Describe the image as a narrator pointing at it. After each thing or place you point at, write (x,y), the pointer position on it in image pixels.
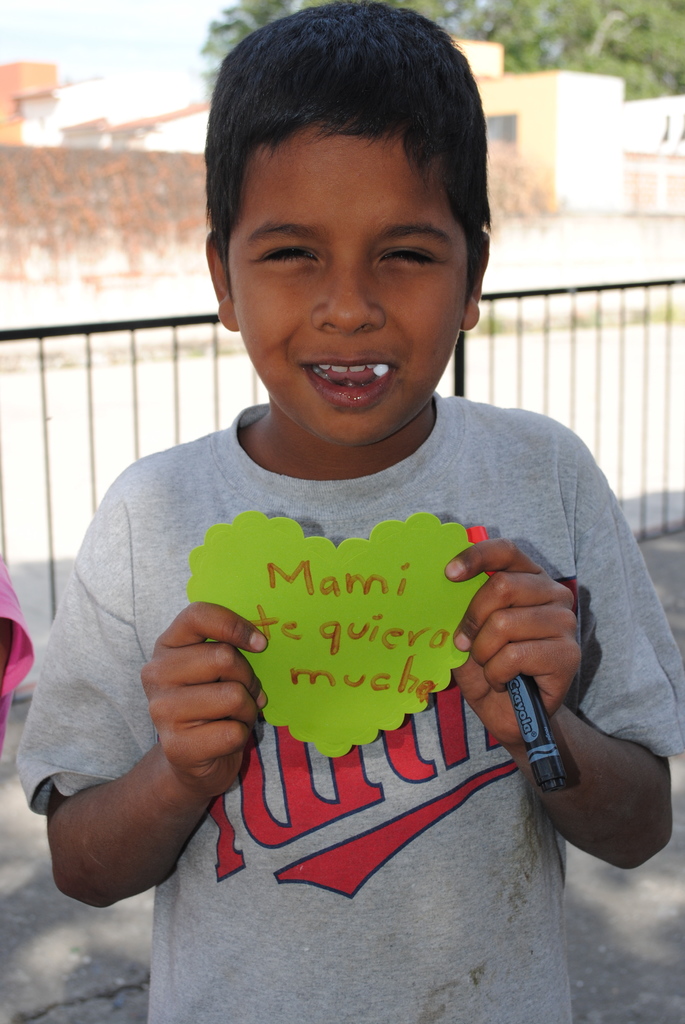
In the picture we can see a boy (383,898) he is with a T-shirt (486,756) and holding some heart shaped paper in his hand (556,638) and something written on it and in the background (32,258), we can see a railing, road (677,389), wall (39,267) and behind it we can see some buildings (658,125), trees (246,24) and sky (132,55).
